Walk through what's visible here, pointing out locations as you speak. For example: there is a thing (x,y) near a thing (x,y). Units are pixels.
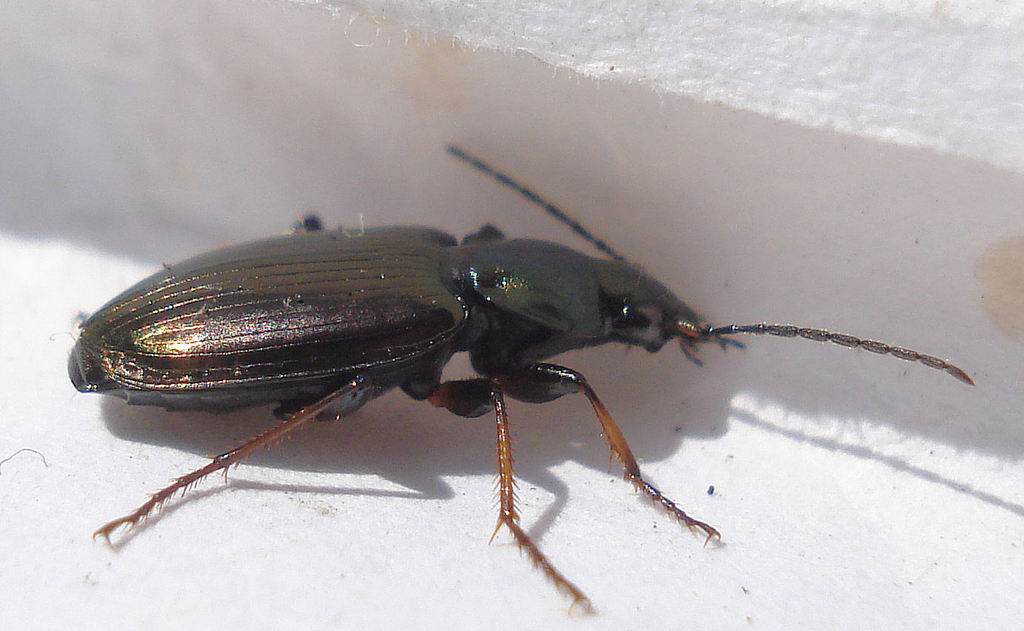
In this image I can see an insect (559,288) on the white color surface (334,532) and the insect (488,352) is in black and brown color.
